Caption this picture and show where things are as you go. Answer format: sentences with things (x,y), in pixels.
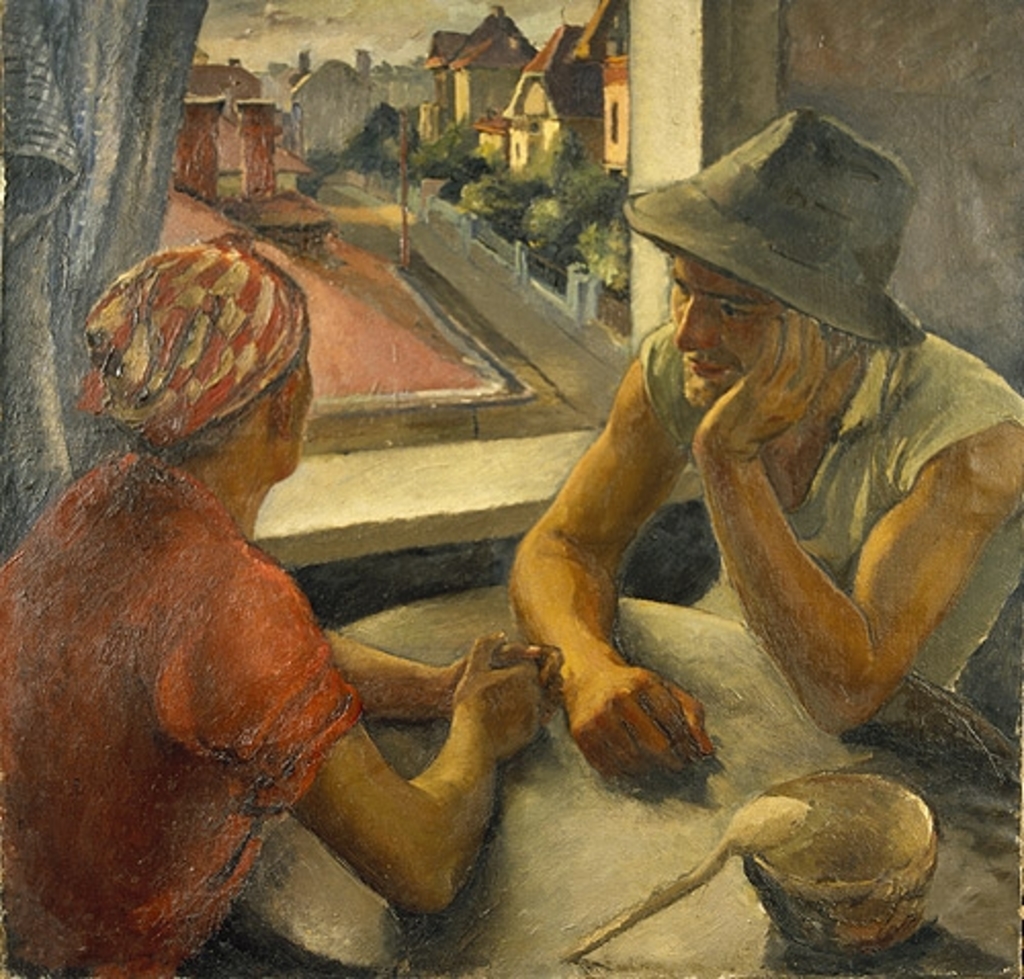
This picture consists of a painting (139,561). In the foreground (411,751) we can see the two people (101,737) sitting and we can see the table (723,802), a bowl (855,902) and a spoon (773,834). In the background (58,249) we can see the curtain (119,32) and the window (679,42) and through the window (686,31) we can see the sky (387,32), houses (514,79), trees (457,188), ground (458,274) and some other items (508,248).
